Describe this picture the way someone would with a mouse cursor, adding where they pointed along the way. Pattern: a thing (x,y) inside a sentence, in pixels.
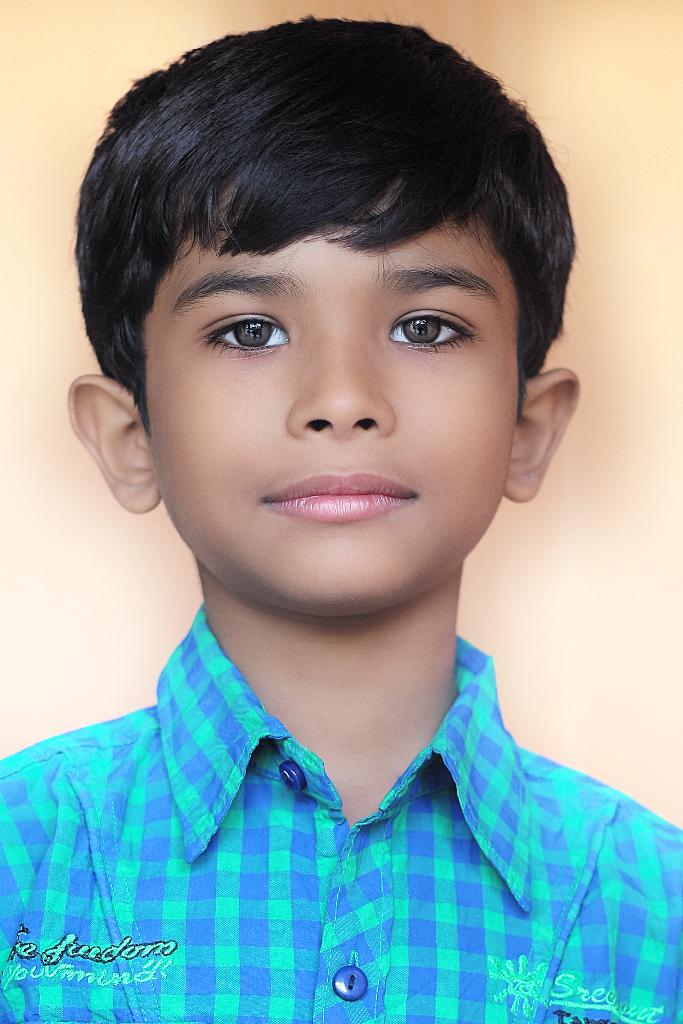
In this image there is a photo of a person (267,511) and there is some text (45,972) on the shirt (97,975) of a person (104,976).
